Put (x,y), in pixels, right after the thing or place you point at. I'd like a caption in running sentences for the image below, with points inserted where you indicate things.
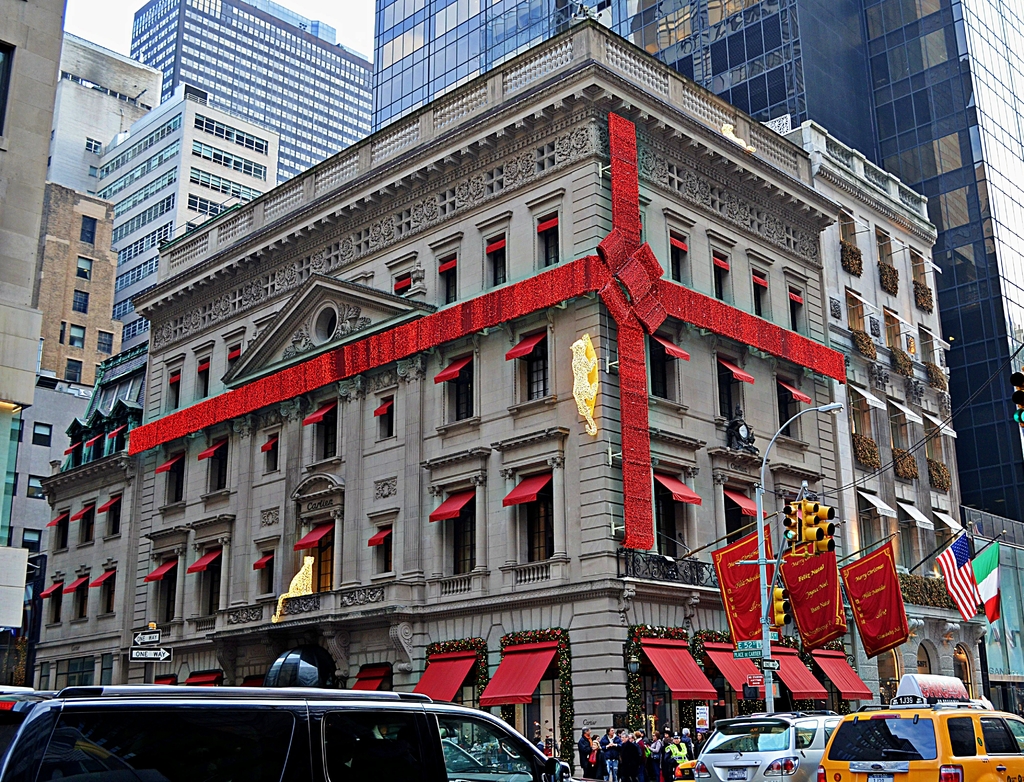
In this image, we can see some buildings (452,197). There are vehicles (215,699) in the bottom left (249,749) and in the bottom right of the image (921,738). There is a crowd (644,781) at the bottom of the image (613,742). There is a signal pole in front of the building (670,609). There are flags (800,580) on the building (601,597).
